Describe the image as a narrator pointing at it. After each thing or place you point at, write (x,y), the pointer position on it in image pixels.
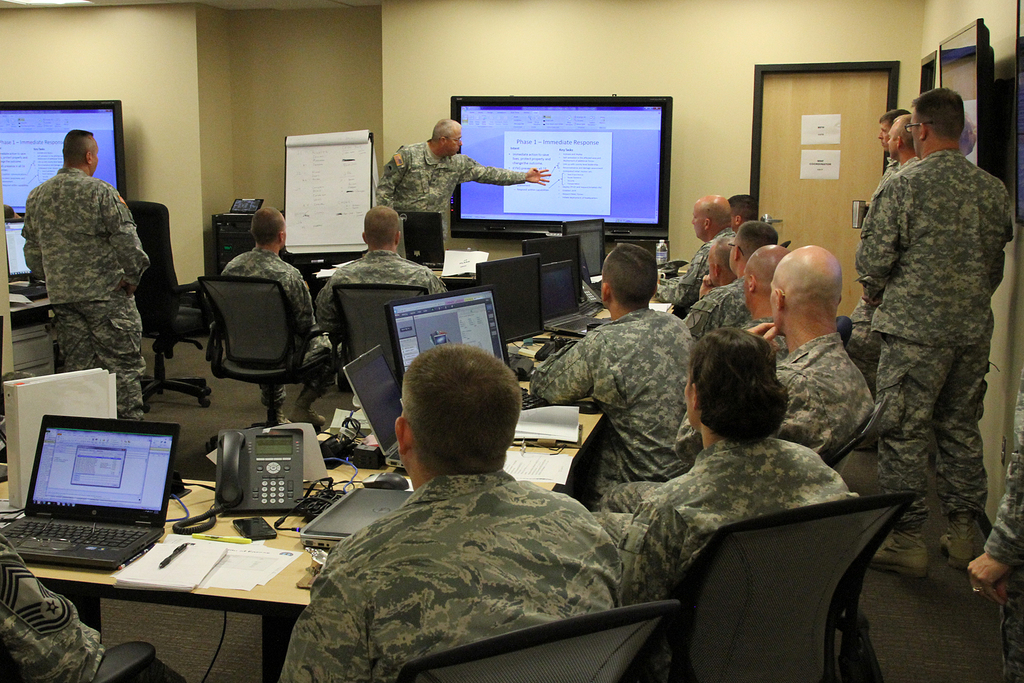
In this image we can see men (776,308) standing and sitting and watching the projector display (534,155) in a room (428,123).
